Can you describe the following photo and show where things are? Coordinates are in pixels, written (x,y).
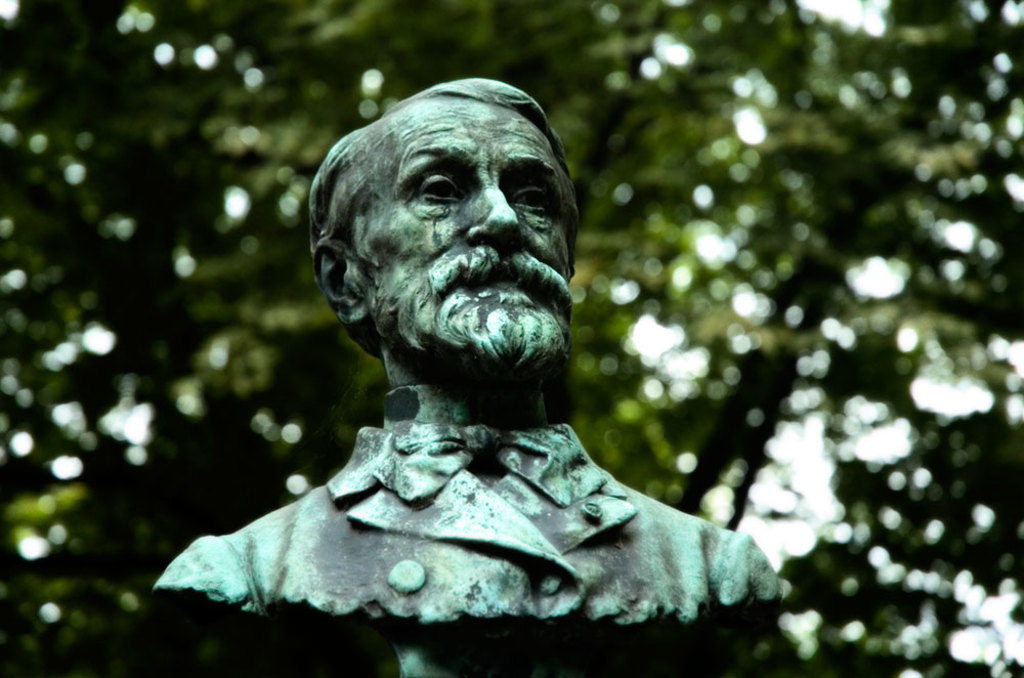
In this picture I can see statue of a man (355,274) and I can see trees (509,0) in the background (747,263).
